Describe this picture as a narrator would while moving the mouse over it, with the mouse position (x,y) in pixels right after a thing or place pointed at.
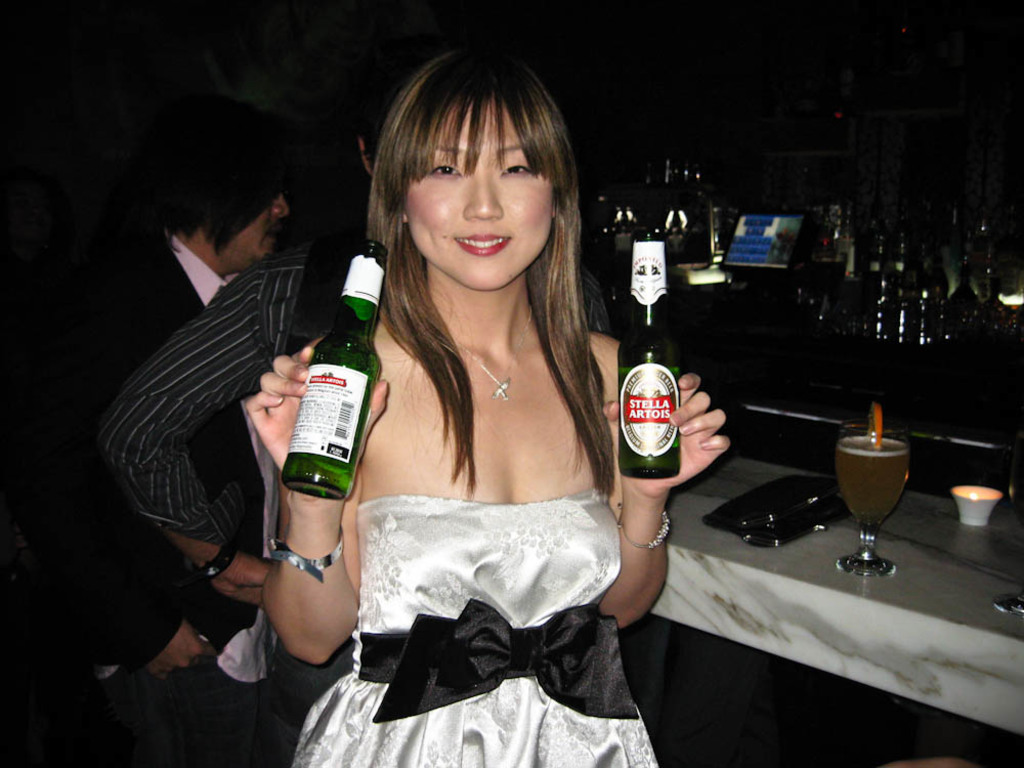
There is a woman (439,489) standing and holding beer bottles (620,414). This is a wine glass (869,560) and a black color object (783,536) is placed on the counter (969,601). Here are group of bottle (827,305), at background (189,392) two persons (189,301) are standing.
